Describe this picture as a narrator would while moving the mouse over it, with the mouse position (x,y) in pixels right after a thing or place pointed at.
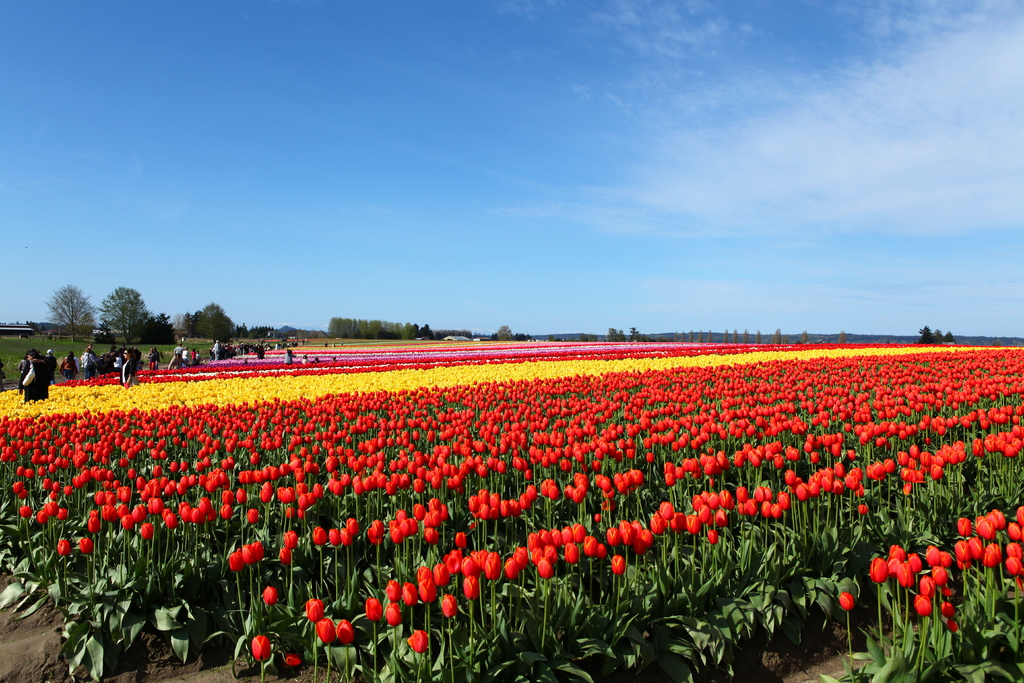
In this image there are few plants (504,480) having different colors of flowers (489,430). Left side (109,362) there are few persons (37,362) standing. Background (88,302) there are few trees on the grassland (12,370). Top of the image (680,222) there is sky (739,191).
